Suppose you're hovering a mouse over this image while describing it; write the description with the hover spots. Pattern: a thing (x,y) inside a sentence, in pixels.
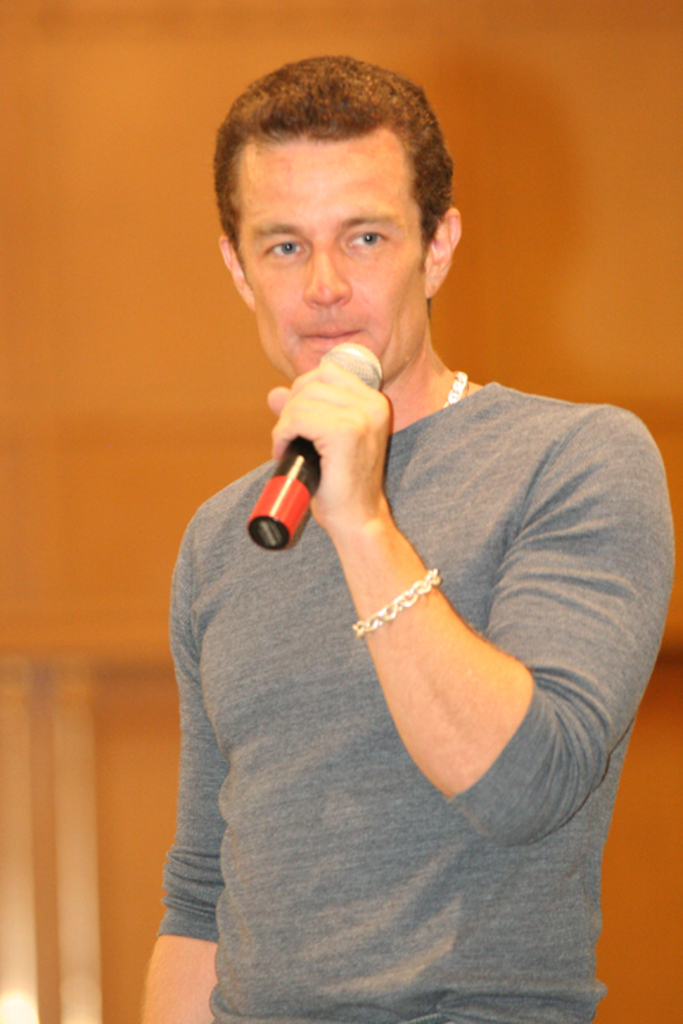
In this image we can see a person (405,691) standing and holding a mic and in the background (656,707) we can see the wall (645,702).
